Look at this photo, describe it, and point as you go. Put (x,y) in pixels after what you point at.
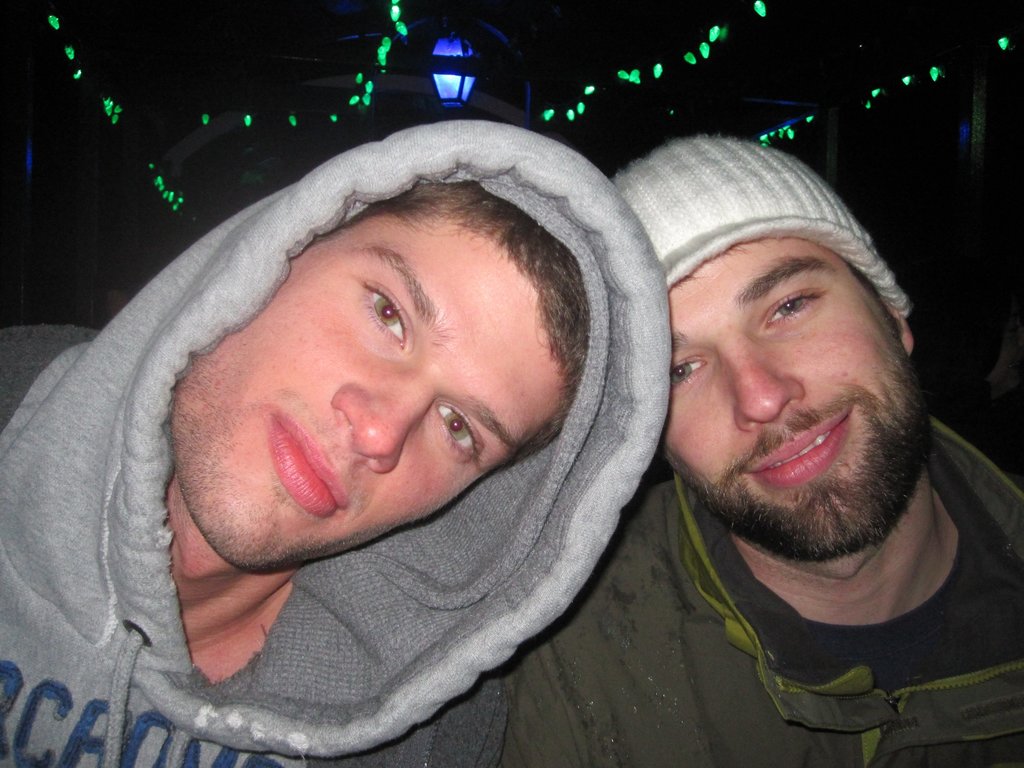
In this picture we can see two men (92,614) and one is smiling where a man (711,487) wore a cap (685,272) and in the background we can see the lights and it is dark.
